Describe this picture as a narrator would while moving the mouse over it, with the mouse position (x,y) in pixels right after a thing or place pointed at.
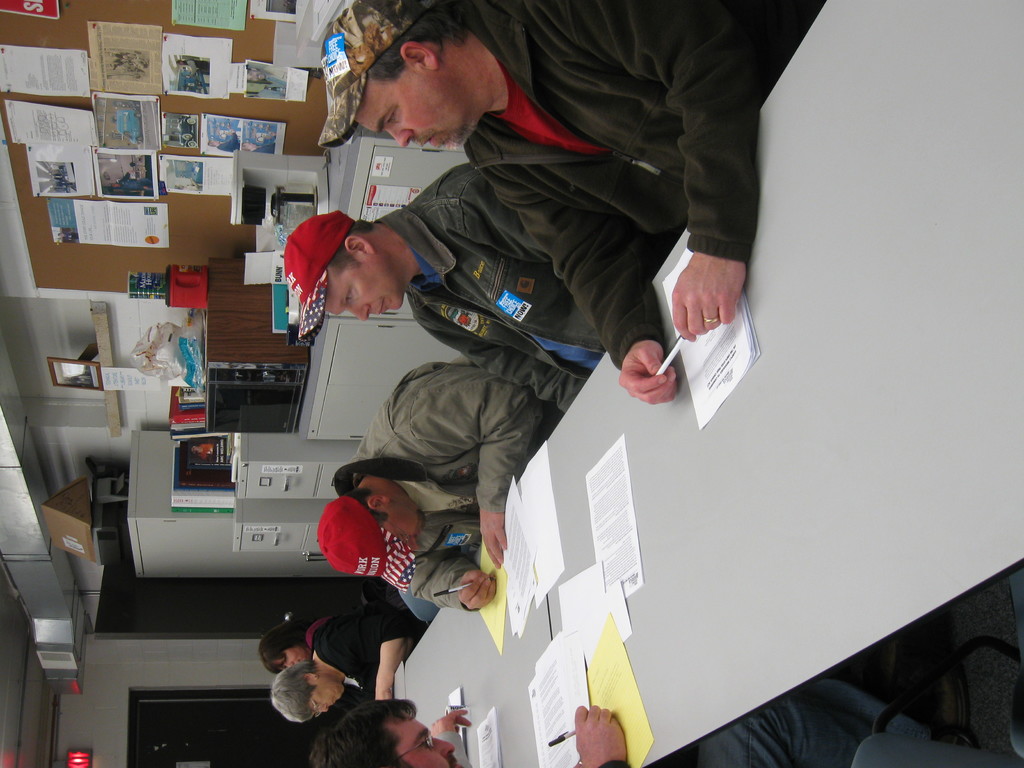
In this image there are group of people (472,411) sitting on the chairs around the table (631,638) and writing on the paper (612,674), which is on the table (787,566). Behind them there is a wall (100,125) on which there are so many posters (116,130) and articles (58,135). On the left side (170,580) there is a filing cabinet (236,560) beside the door (220,730). On the left side (67,755) bottom there is an exit board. It seems like this image is taken inside the room (208,721).
